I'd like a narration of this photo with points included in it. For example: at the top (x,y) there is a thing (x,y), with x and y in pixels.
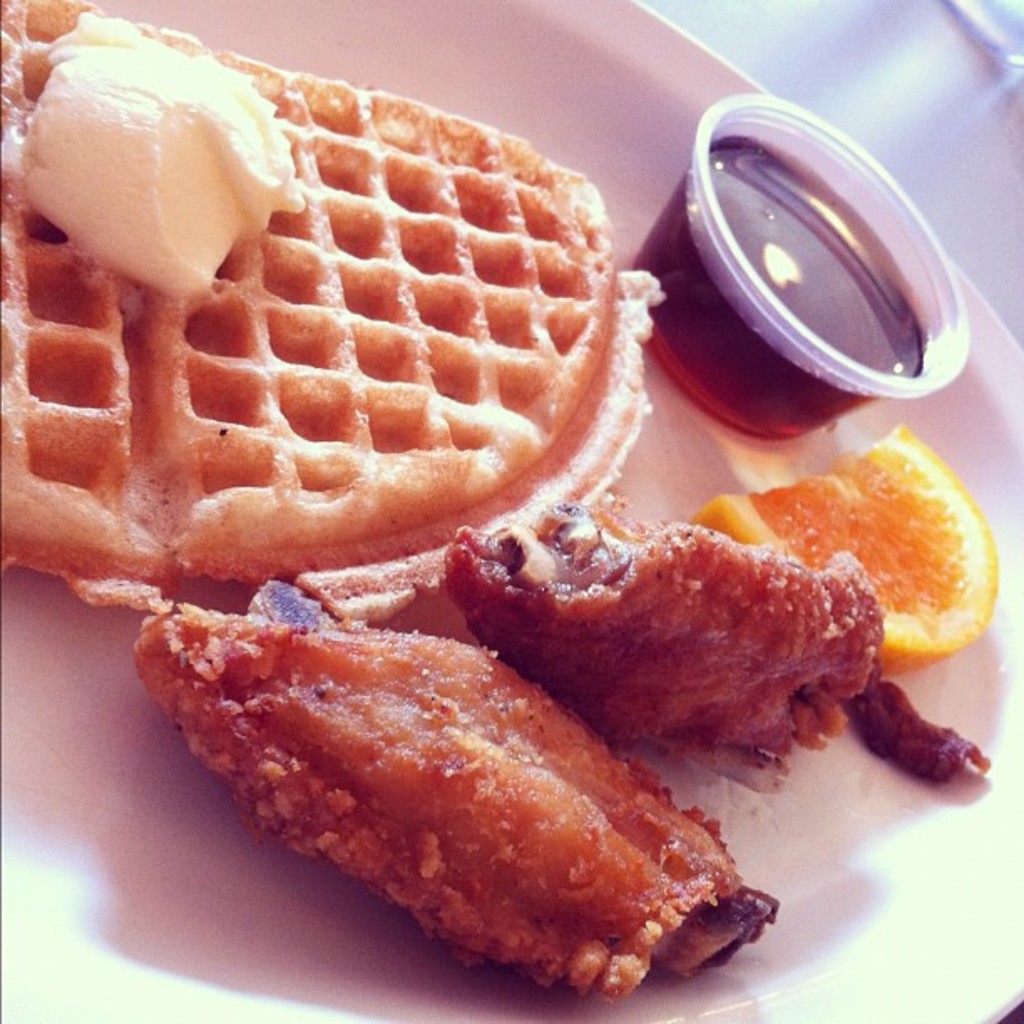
In this image I can see a food items (491,285) on the white color plate (571,85). I can see a bowl (724,226). The food (981,537) is in white, brown and orange color.
